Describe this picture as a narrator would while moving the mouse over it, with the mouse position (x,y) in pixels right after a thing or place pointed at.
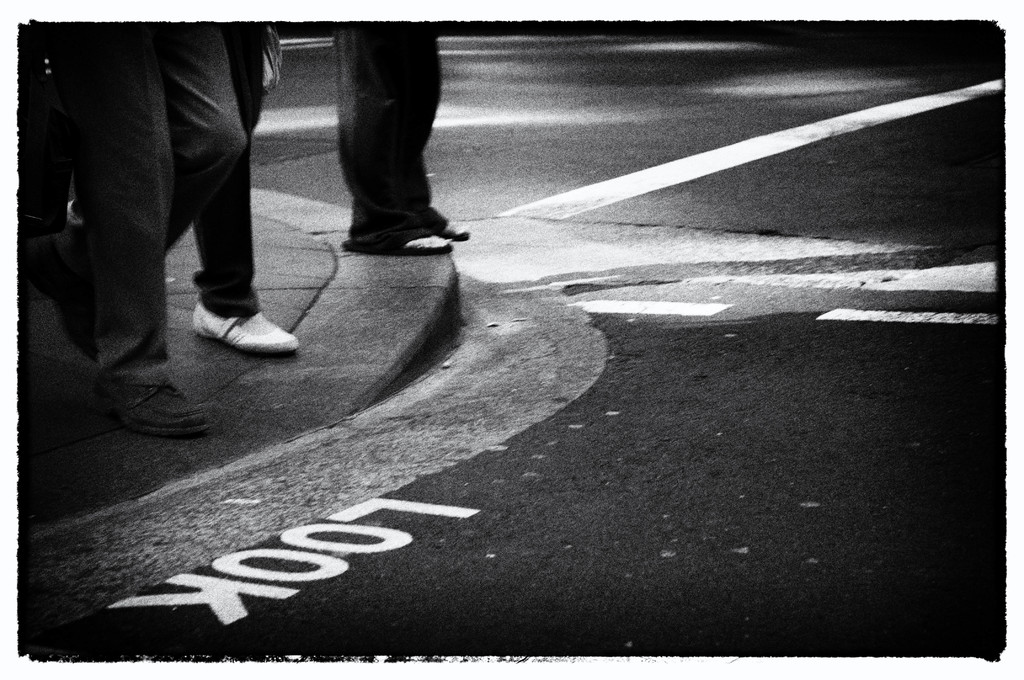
This is a black and white picture, we can see legs (201,171) of some persons (236,274) on the floor (463,402).
